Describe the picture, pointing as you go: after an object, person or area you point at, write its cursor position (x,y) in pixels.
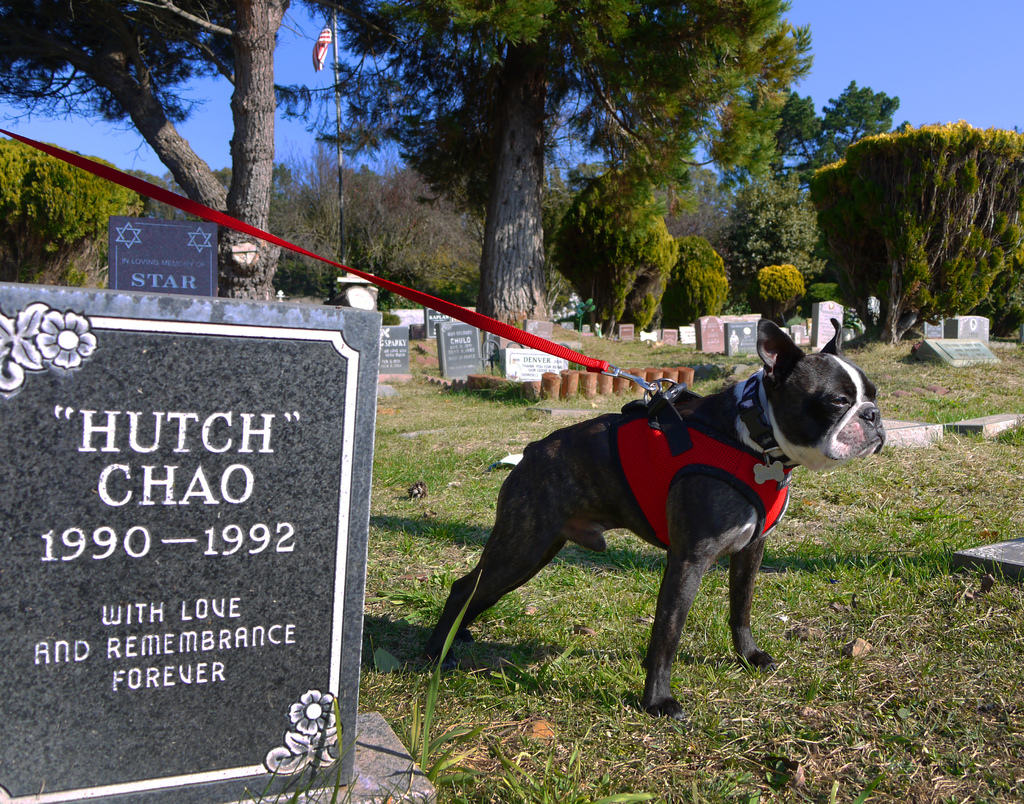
This image is taken outdoor. At the bottom of the image (554,702) there is a ground (833,611) with grass (877,506) on it. At the top of image (870,41) there is the sky (911,41). In the background (554,231) there are many trees (554,231) and plants (903,252) on the ground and there is a flag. There are a few tombstones (697,347) on the ground (420,367). In the middle of the image (568,515) there is a dog (724,545) with a belt (667,444) around the neck (736,421). On the left side of the image (202,485) there is a tombstone (184,525) with a text (237,621) on it.
